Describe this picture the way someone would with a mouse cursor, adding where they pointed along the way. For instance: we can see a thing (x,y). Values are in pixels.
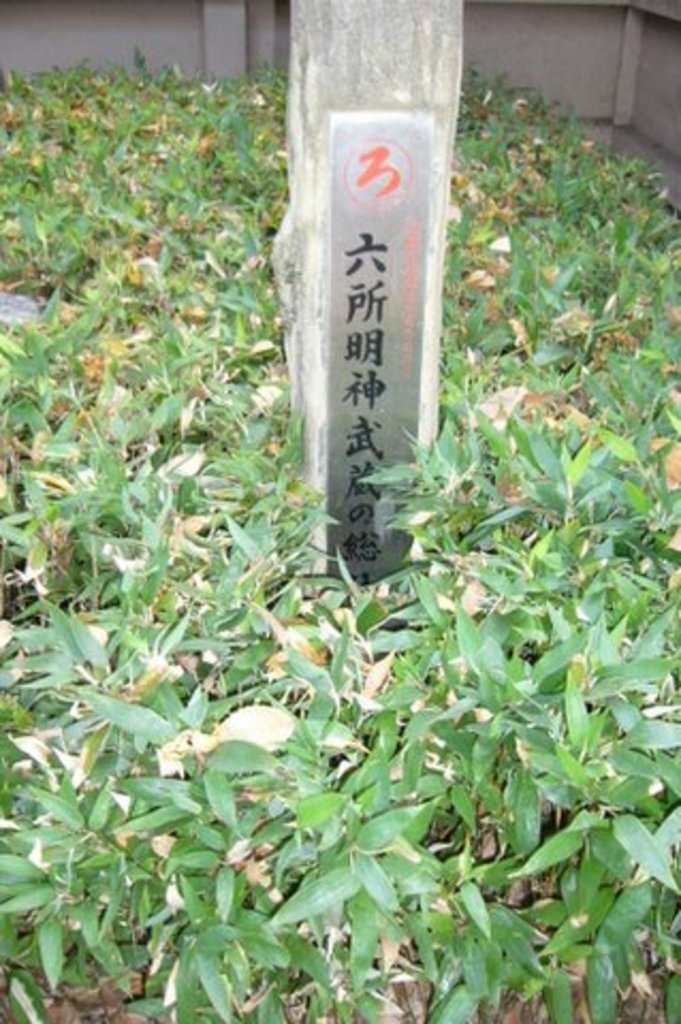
In the center of this picture (348,484) we can see the text (368,329) on an object (381,87) and we can see the green leaves (233,407) and some other objects (638,31).
